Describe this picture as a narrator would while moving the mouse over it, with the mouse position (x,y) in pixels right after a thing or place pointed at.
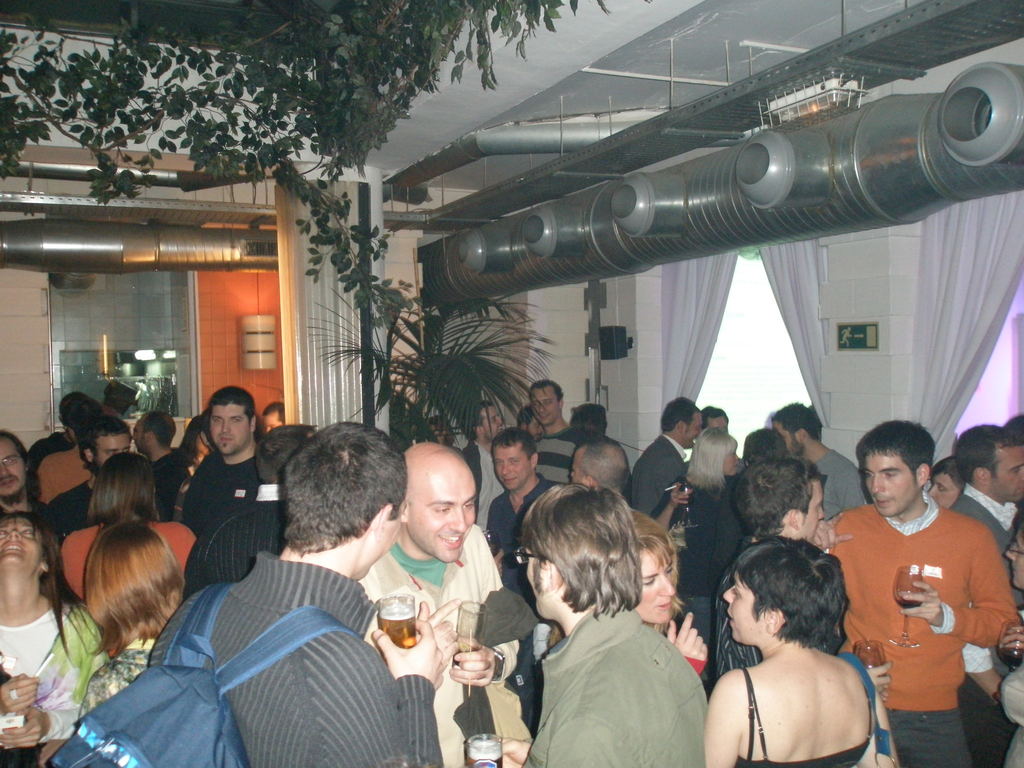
In this picture we can see a group of men and women (548,523), standing in the front (333,541) and drinking wine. Behind we can see white curtains (688,386) and some green plants (440,394). On the top (642,189) we can see the air-conditioner duct (530,247). In the background (59,355) we can see the glass door (79,358).
